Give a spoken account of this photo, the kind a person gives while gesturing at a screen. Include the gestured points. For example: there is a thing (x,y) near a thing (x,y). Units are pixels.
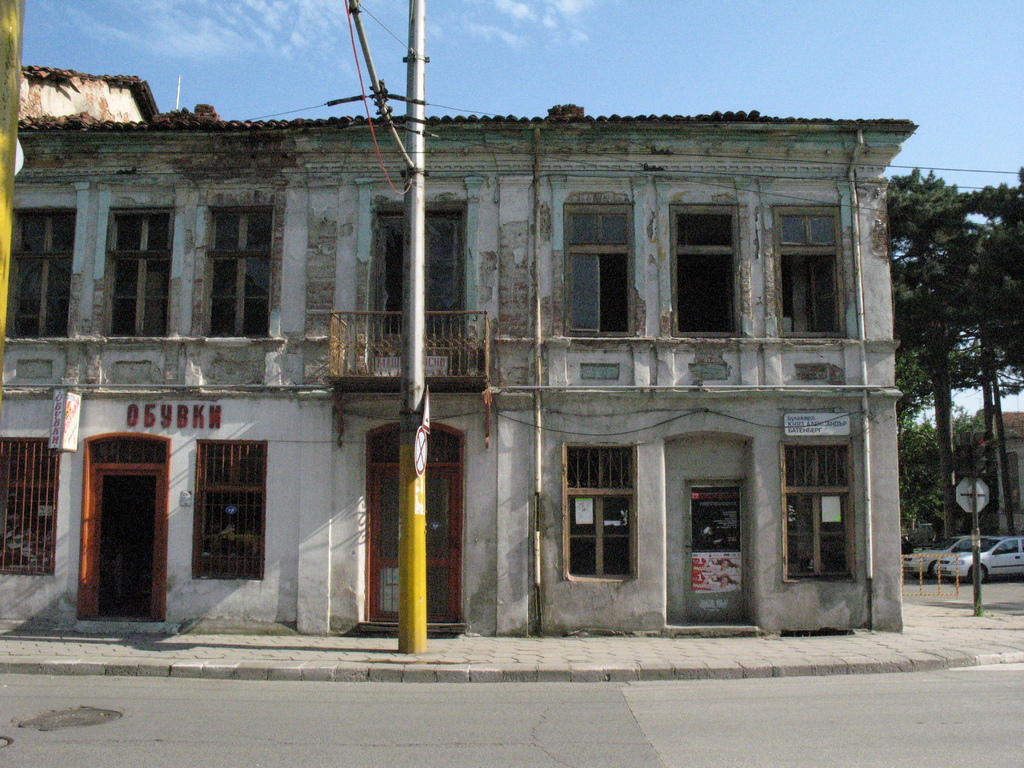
At the bottom (433,739) there is a road (308,717). Beside the road (409,728) I can see a pole (411,471) on the footpath (233,646). Here I can see a building (377,470) along with the windows (211,269) and doors (154,509). On the right side (997,548) there are two cars (983,553) on the road (992,584), a pole (977,583) and some trees (953,303). On the top of the image (714,55) I can see the sky (651,59).
